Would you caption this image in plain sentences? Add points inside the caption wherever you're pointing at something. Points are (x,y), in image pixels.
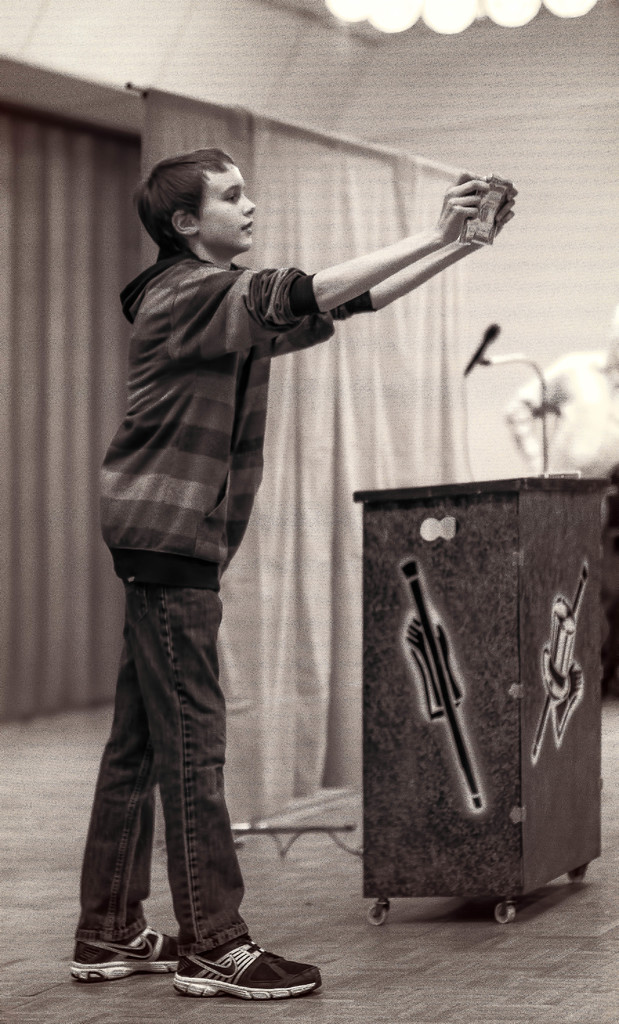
In this image we can see a boy (153,560) standing on the ground (75,871). Holding a card pack (487,197) in his hand (463,206). In the background (414,695) we can see a podium (408,690), curtain (398,312) and a person (601,382).
